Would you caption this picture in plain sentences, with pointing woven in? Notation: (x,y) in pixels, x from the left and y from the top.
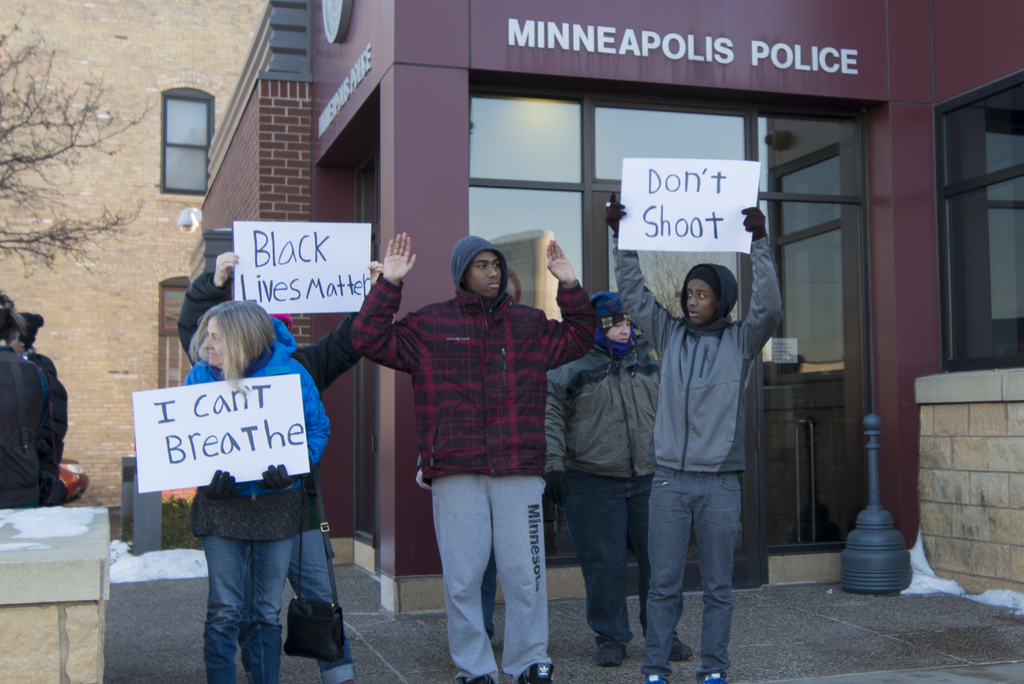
In this image we can see there are a few people (483,458) standing and holding a poster (256,453) with some text (235,443) on it, behind them there is a building (843,177) and a tree (37,241).
